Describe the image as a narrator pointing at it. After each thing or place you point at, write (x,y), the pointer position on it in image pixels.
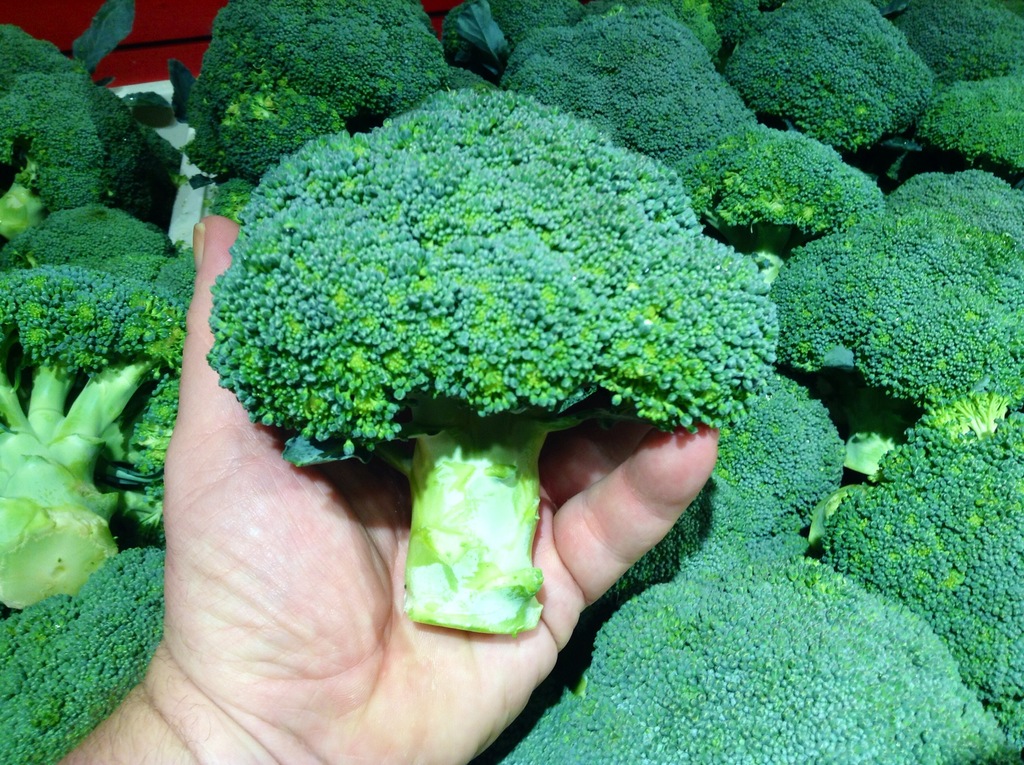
In this picture we can see so many vegetables (765,692) are placed on the table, one person (227,617) is holding.
